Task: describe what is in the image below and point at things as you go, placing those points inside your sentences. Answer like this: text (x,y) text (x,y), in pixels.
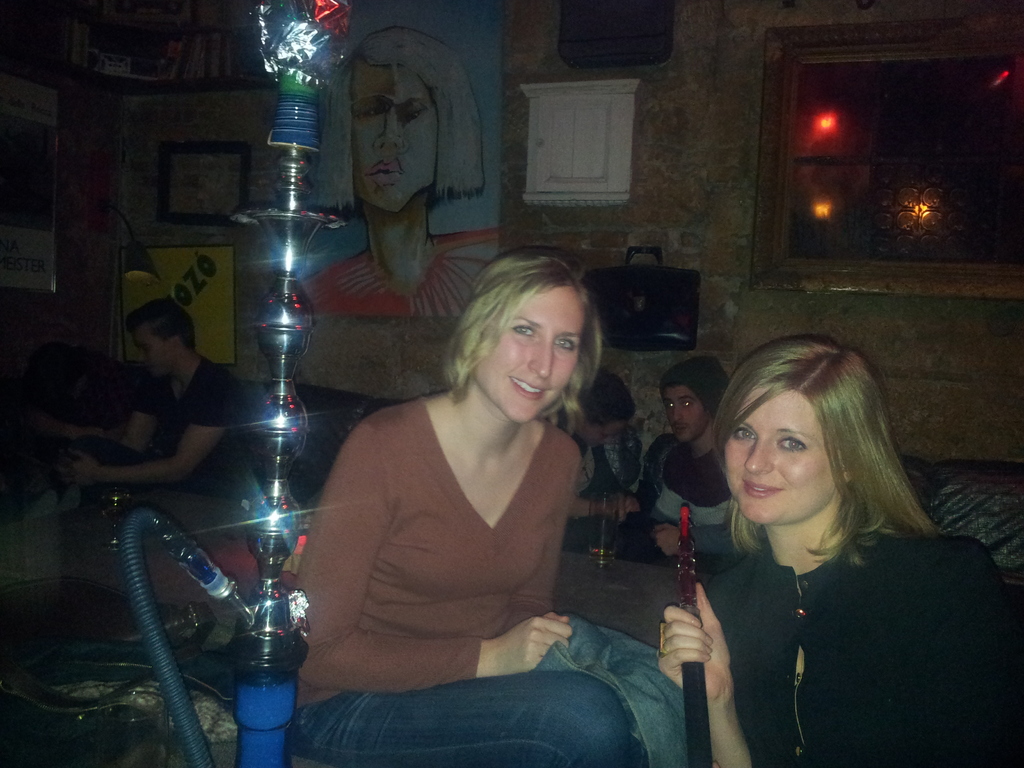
There are people (498,614), beside this woman (413,484) we can see hookah pot (306,65) and this woman (782,637) holding a pipe (683,552) and we can see glass (155,715). In the background (355,227) we can see posters (186,260), photo (376,229) and bag (695,295) on the wall (135,104) and we can see glass (812,157), through this glass (835,147) we can see lights (821,123).
